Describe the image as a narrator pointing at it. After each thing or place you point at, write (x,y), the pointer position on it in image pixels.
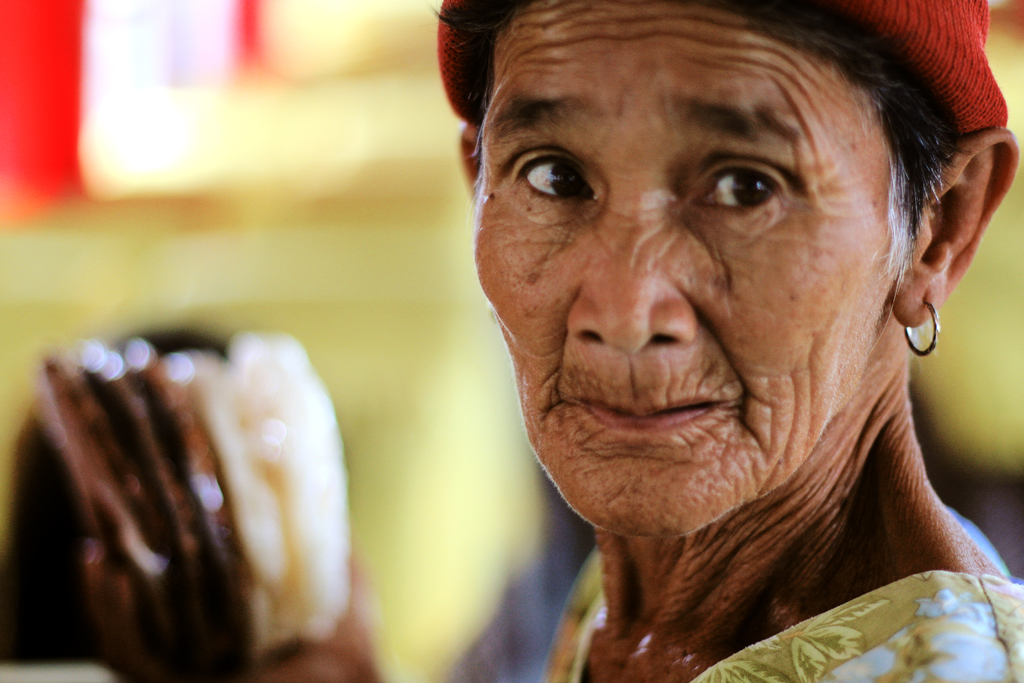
In this image there is a woman (684,320) towards the right of the image (779,368), she is wearing a cap (983,86), there is an object (206,516) towards the bottom of the image (217,540), the background of the image (318,152) is blurred.
